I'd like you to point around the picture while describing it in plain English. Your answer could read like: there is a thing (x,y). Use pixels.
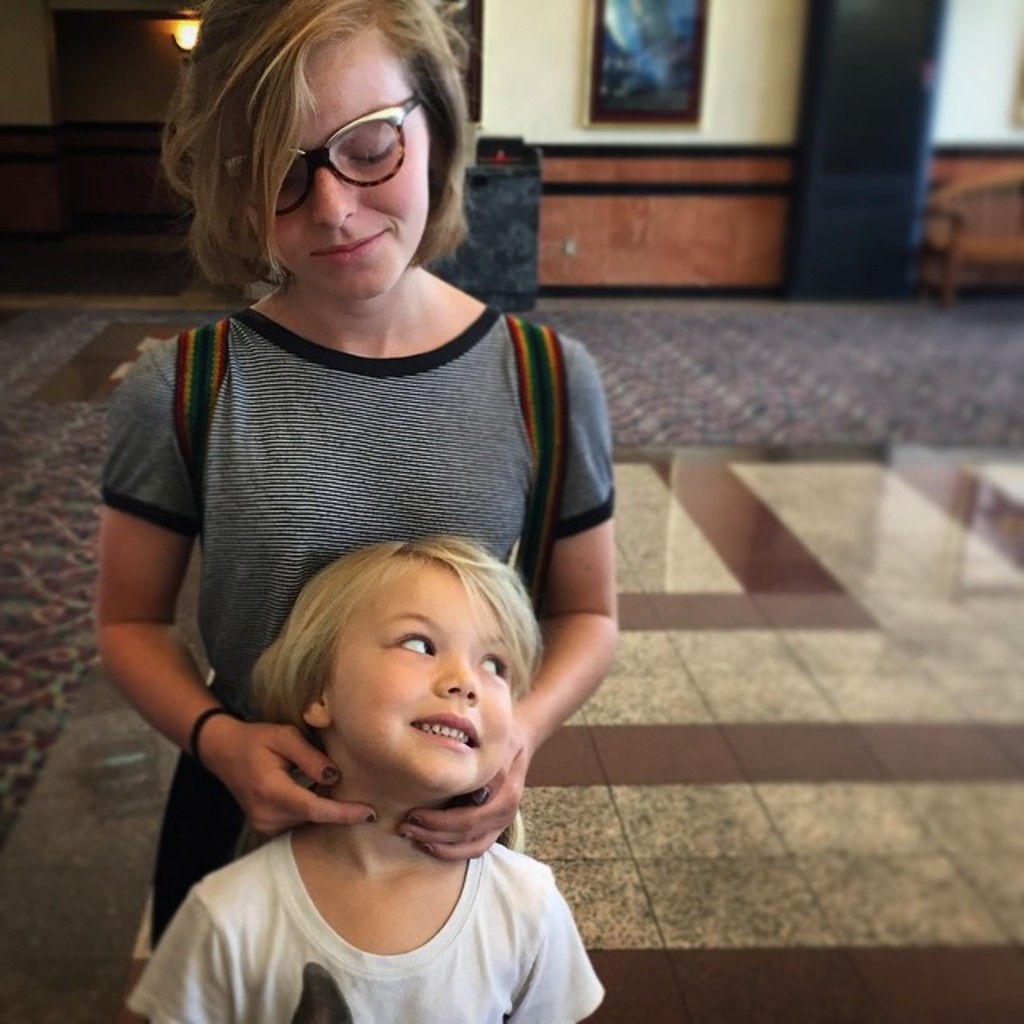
In this image, we can see a person (441,456) and kid (329,944) wearing clothes (566,967). There is a photo frame (621,95) on the wall (569,45). There is a light (179,31) in the top left of the image (179,48).
